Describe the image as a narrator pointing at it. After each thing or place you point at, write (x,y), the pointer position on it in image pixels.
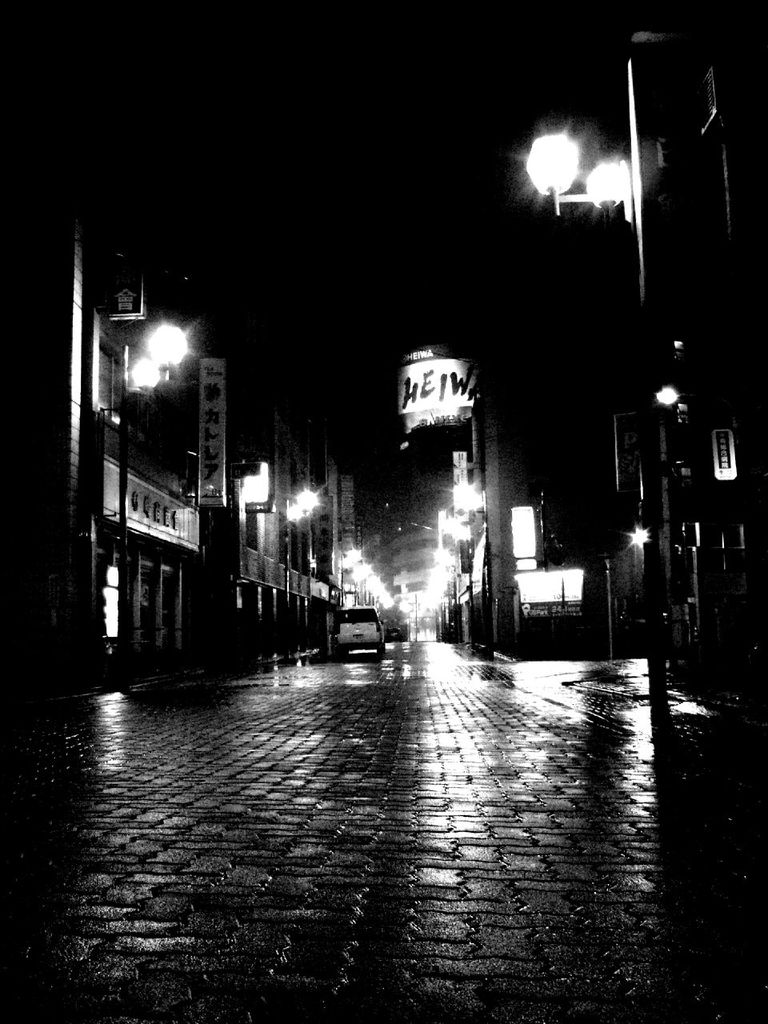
This is a black and white image. In this image we can see a car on the footpath (413,781), some buildings (280,648) with windows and boards (203,503). On the right side (666,530) we can see some street poles (655,653).
